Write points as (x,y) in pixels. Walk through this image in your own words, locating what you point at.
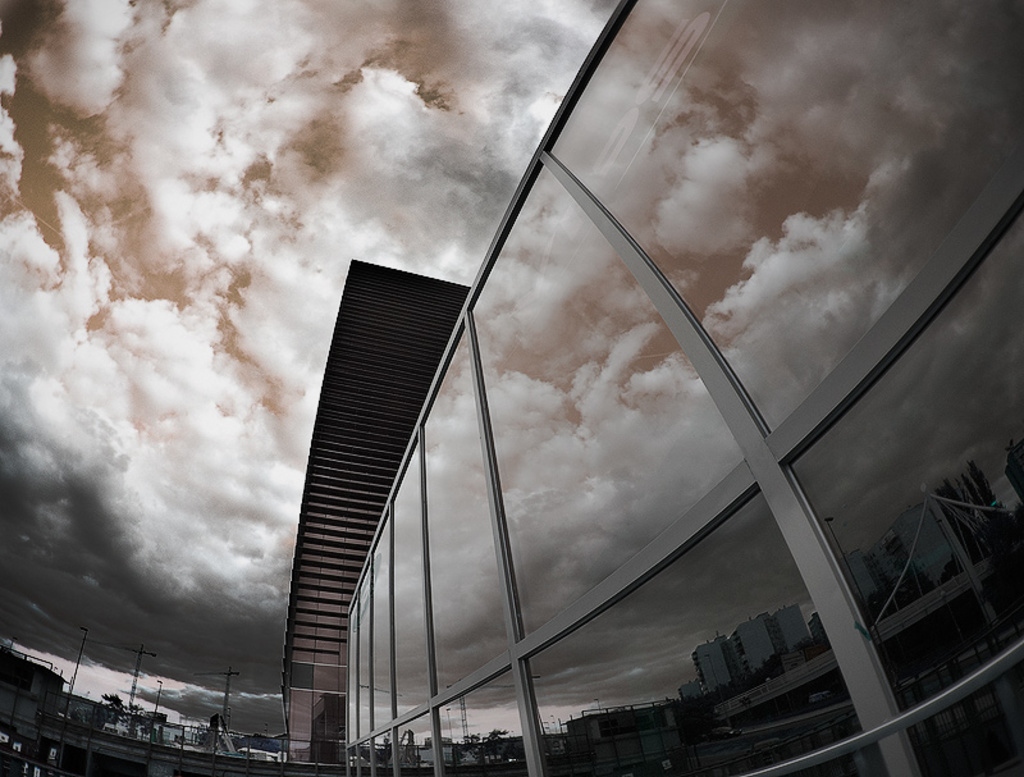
In this image we can see buildings (704,469) and poles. In the background (267,701) there is sky (28,447) with clouds (138,634). On the glasses (529,199) we can see the reflection (867,61).
